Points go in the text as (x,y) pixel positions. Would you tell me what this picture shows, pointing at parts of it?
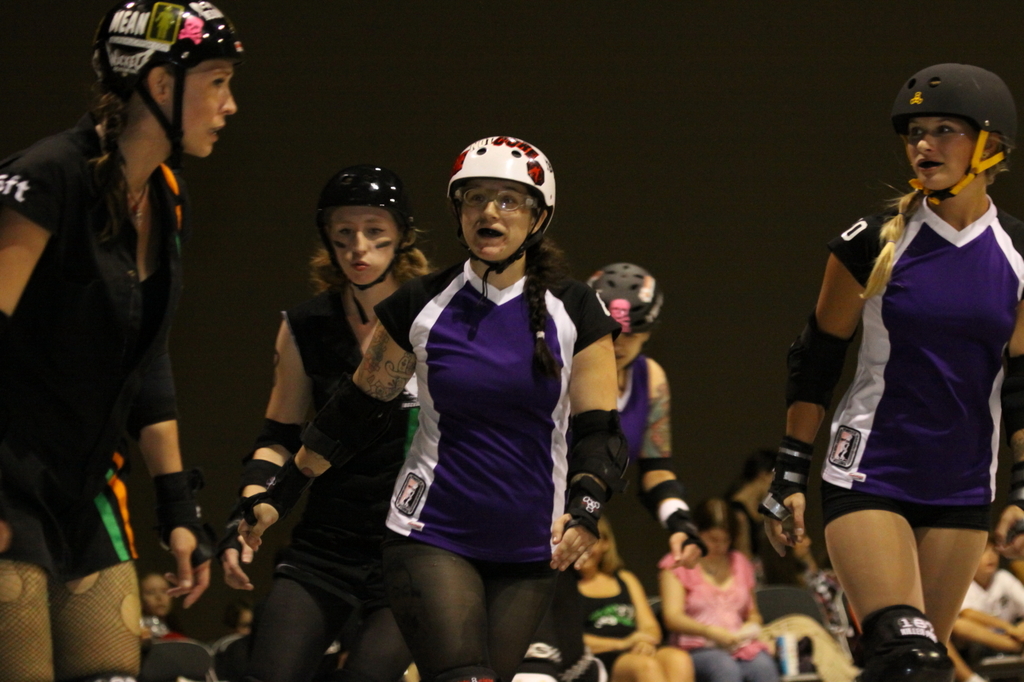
In this picture we can see a group of people (512,458), some people (592,464) standing, some people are sitting on chairs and some people (523,457) are wearing helmets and in the background (584,104) we can see it is dark.
